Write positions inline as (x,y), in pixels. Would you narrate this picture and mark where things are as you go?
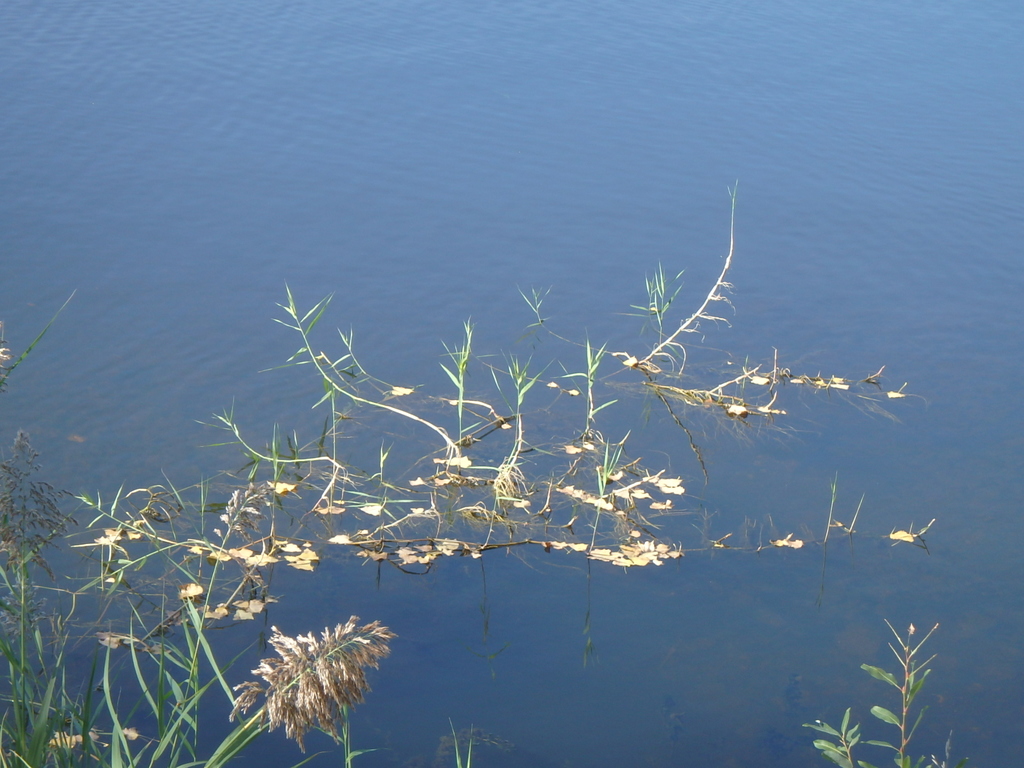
This image consists of plants (125,537). At the bottom (672,644), there is water (611,641).
